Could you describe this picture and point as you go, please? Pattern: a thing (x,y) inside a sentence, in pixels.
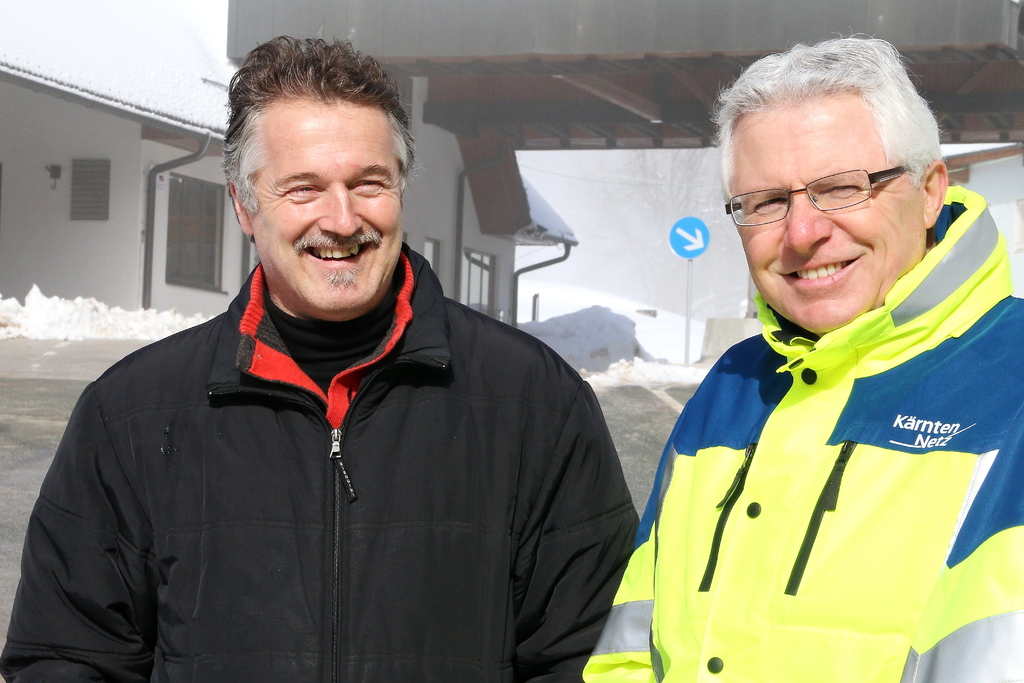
In this picture I can see two men (583,483) are wearing jackets (604,528). These men (365,530) are smiling. The man (737,381) on the right side (803,323) is wearing spectacles (843,190). The man (323,383) on the left side (319,195) is wearing black color jacket (365,543). In the background (643,277) I can see snow (653,341), a sign board (683,243) and a building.
